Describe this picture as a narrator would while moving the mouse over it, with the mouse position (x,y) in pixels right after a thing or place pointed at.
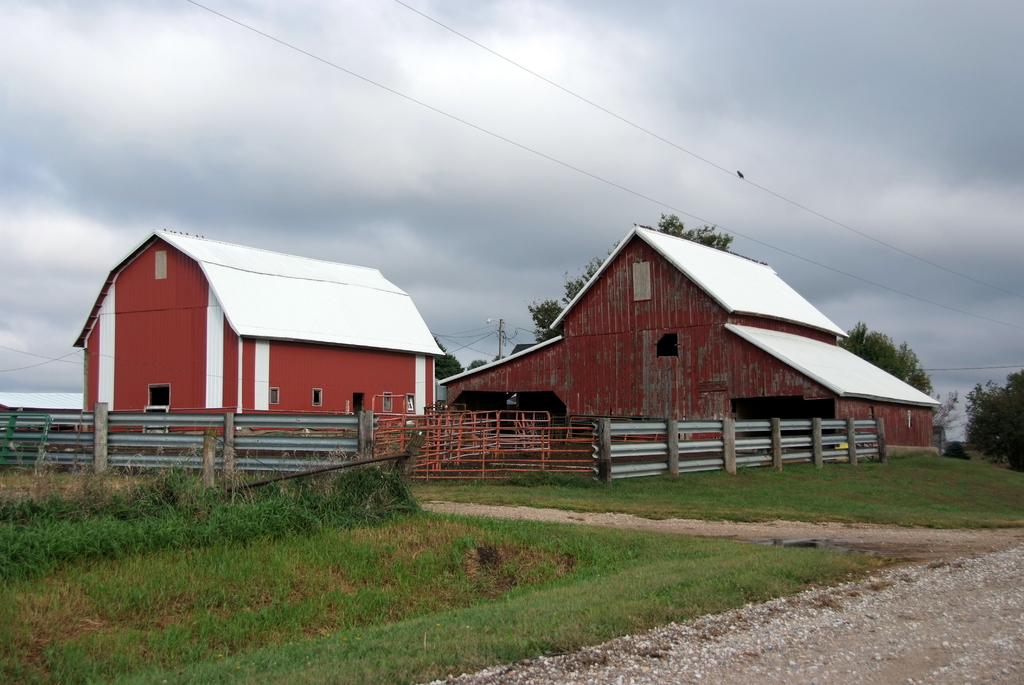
In this image in the middle (581,411), there are houses (745,385). At the bottom (636,585) there are plants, grass (578,479), railing (538,450), fence (634,472), land (934,609). At the top (917,227) there are cables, trees (858,330), poles (504,343), sky (830,180) and clouds (893,169).
